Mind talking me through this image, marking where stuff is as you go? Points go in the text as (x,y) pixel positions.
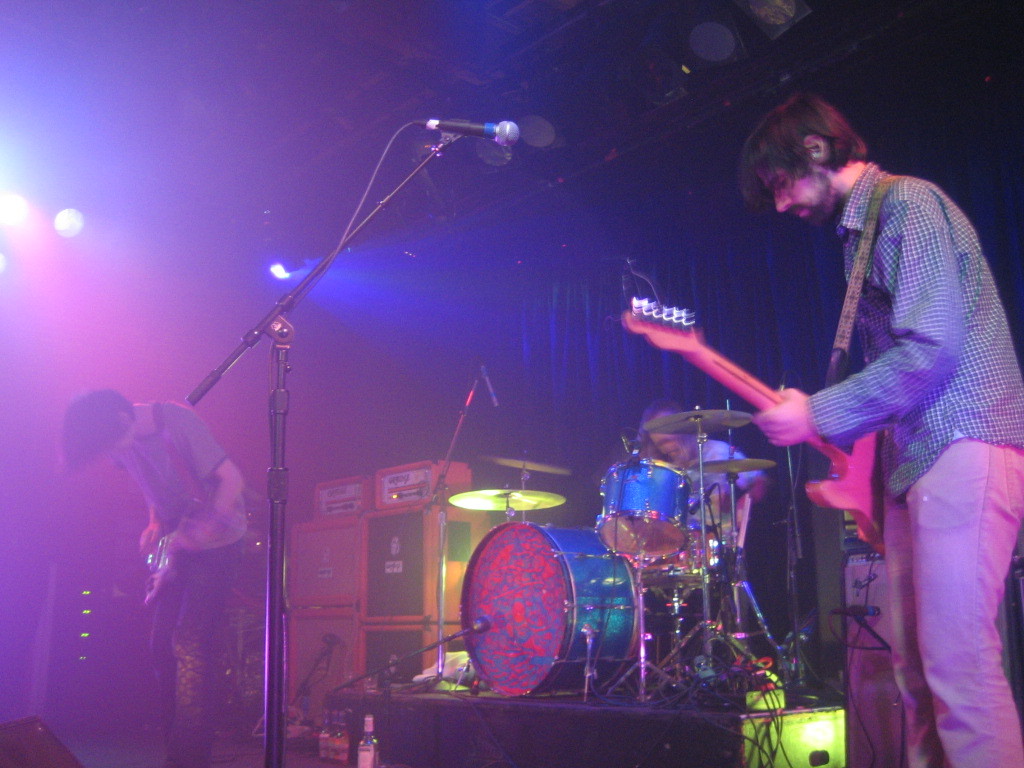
In this there are three people (127,473), two people (968,349) and standing and playing guitar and one is sitting and playing drums (604,557). At the back (560,313) there is a curtain (557,260) and in the middle of the image (527,491) there are microphones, drums (638,609), wires (697,695) and bottles (373,738).
